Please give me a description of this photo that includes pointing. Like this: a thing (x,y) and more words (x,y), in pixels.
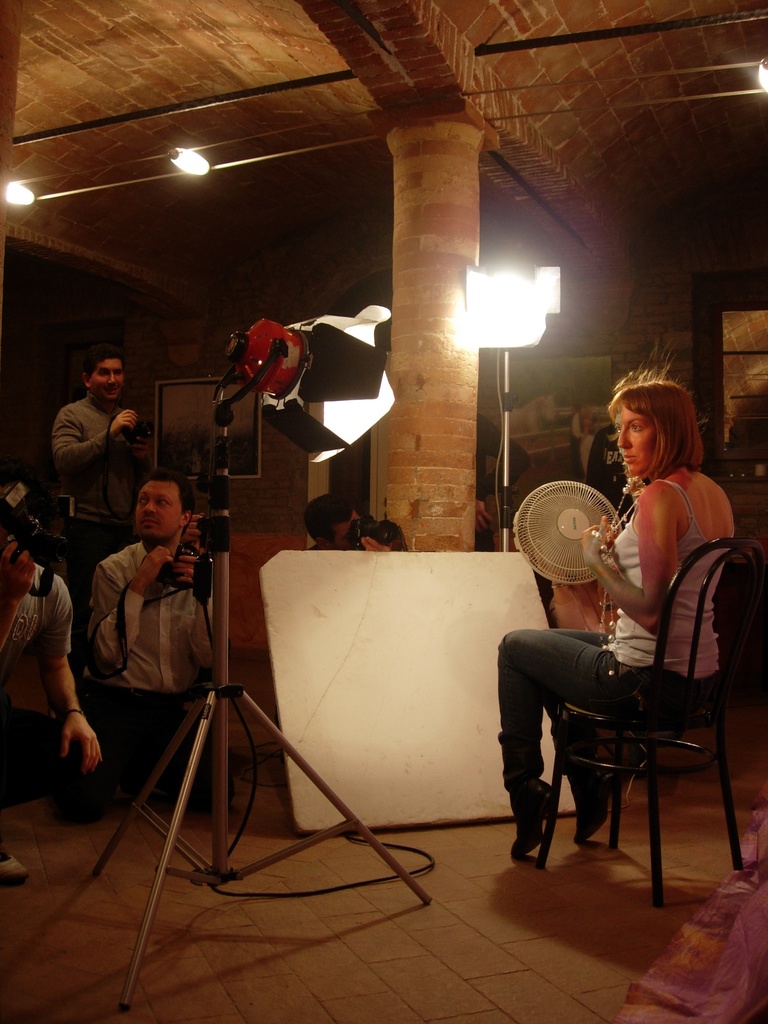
There is a woman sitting on a chair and she is on the right side (526,691). Here we can see a four people (9,624) who are capturing an image of this woman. These are lights (467,289).
